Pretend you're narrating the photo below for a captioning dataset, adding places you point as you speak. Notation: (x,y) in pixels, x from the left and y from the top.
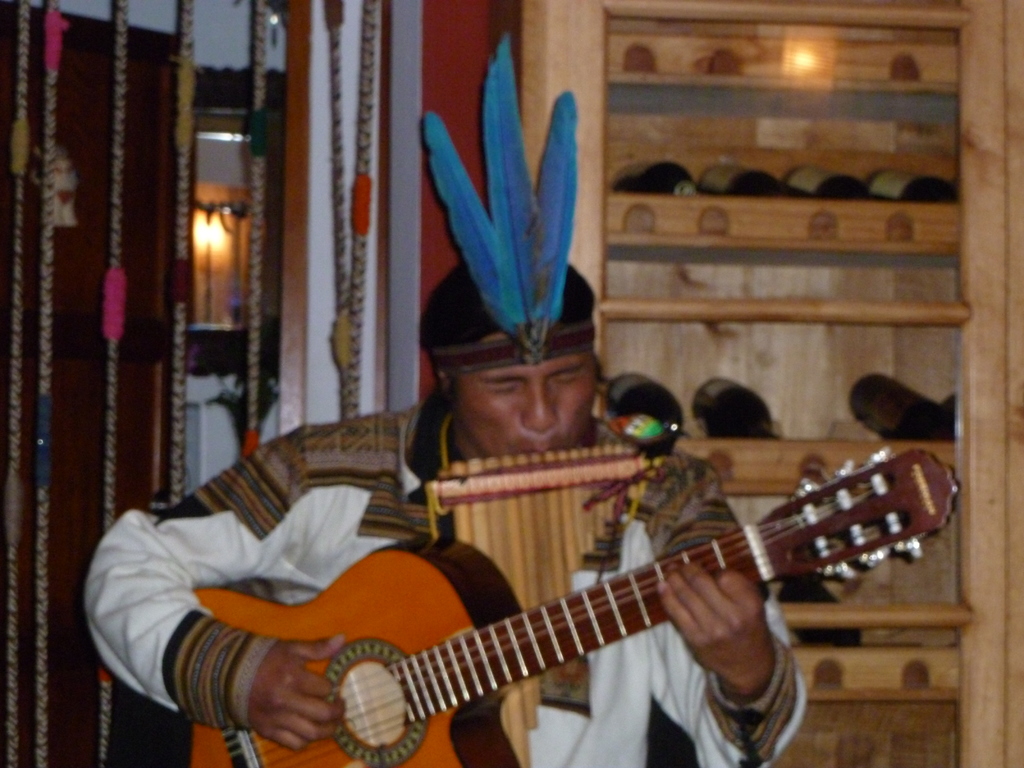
In this image we can see a person (304,734) wearing different costume (628,531) playing guitar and in the background of the image (401,193) there are some objects (750,195) in the shelves (754,457), there is a wall (345,130) and cupboards (125,245).
